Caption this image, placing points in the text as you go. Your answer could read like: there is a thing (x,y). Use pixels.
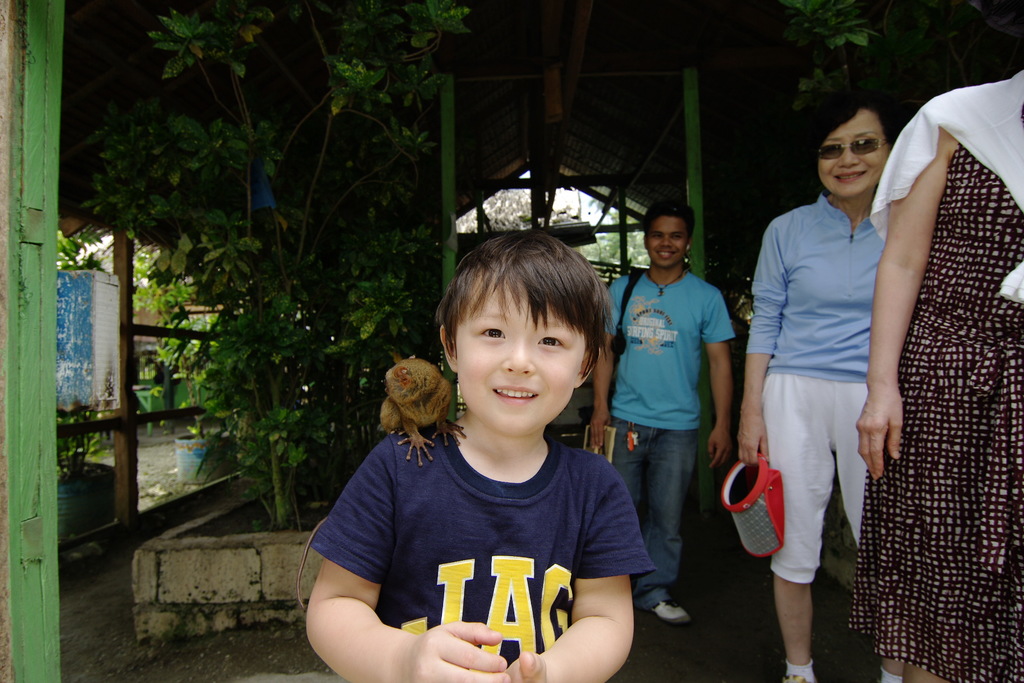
In this picture there is a boy (547,444) who is wearing t-shirt (561,558) and he is smiling. On his shoulder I can see some animal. On the right (932,361) there is a woman (998,466) who is wearing white scarf (1018,154) and maroon dress (940,479) and there is another woman (842,170) who is wearing goggles (862,148), t-shirt (821,345), short (842,479) and shoe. She is holding red basket (736,493). Behind there is a man (706,341) who is wearing blue t-shirt (663,366), trouser (656,494), and shoe (676,614). He is holding a book (601,442). In the back (421,244) I can see the plants (858,9), doors (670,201) and poles (123,388). At the top (751,60) there is a shed (737,52). Through the door (509,185) I can see the trees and sky (588,201).
